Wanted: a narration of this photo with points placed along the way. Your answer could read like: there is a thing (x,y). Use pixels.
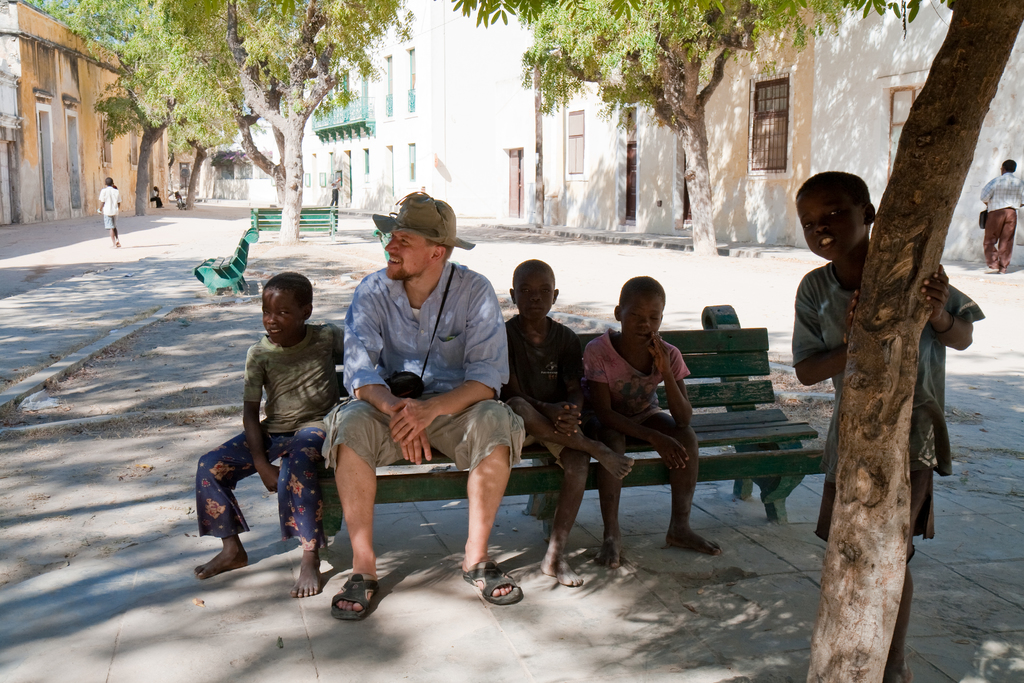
These persons (572,394) are sitting on the bench (705,471). These two persons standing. On the background (510,181) we can see buildings (489,98), trees (643,70), persons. This is road (96,310).
